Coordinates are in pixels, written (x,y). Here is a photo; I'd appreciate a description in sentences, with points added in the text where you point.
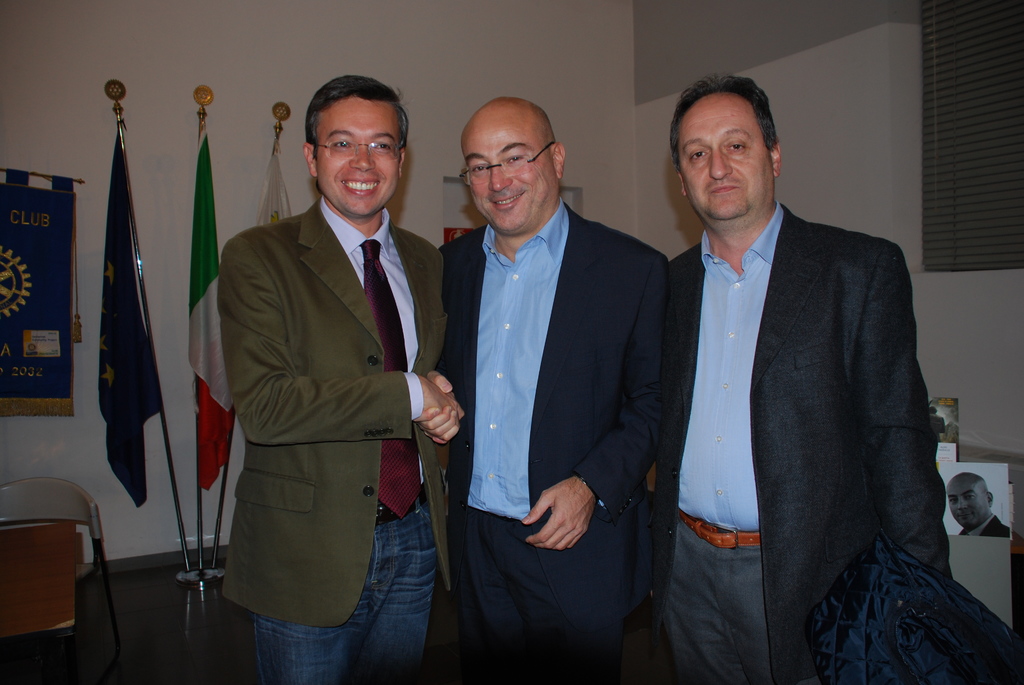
In this picture there are men (337,435) standing and smiling. We can see table (50,611), chair (38,497), photo (969,473) and poster (940,417). In the background of the image (136,340) we can see flags (192,294) on stand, wall (181,460), window blind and banner (13,190).
